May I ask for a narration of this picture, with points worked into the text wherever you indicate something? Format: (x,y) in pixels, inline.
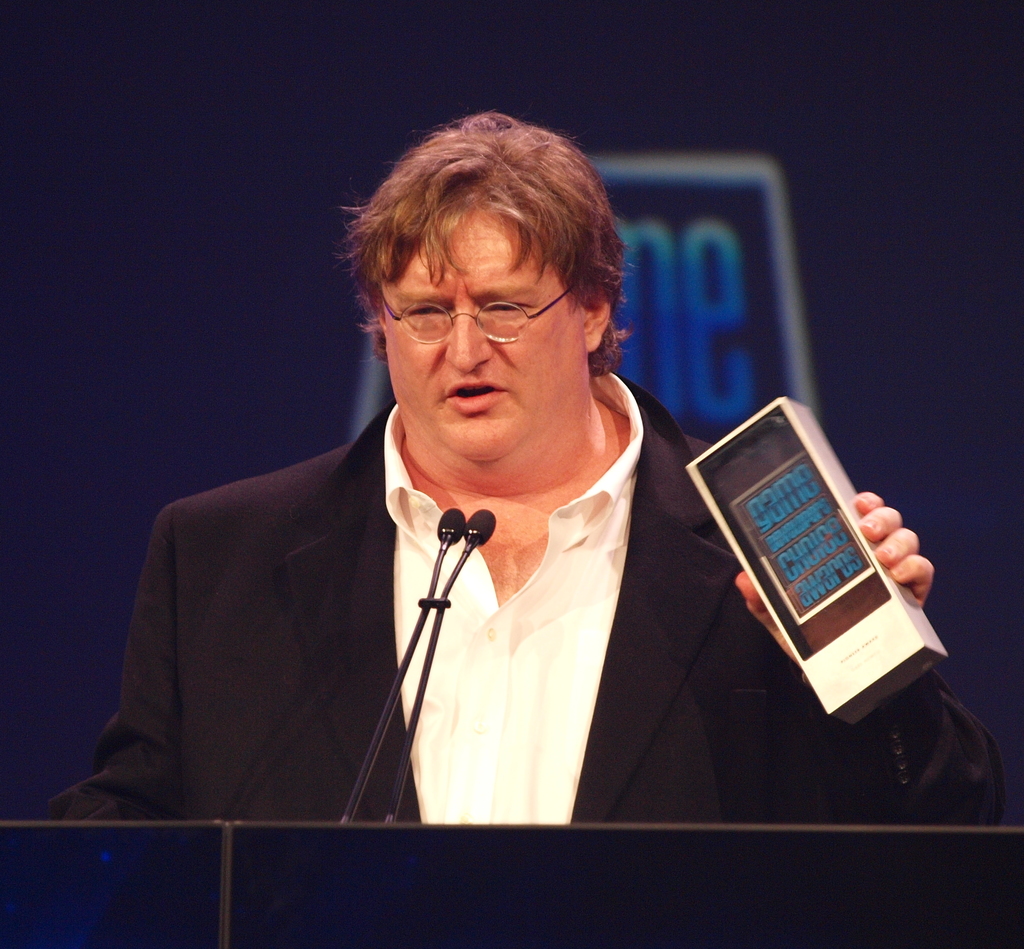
There is a man (447,299) wearing specs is holding something (889,654) in the hand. In front of him there are mics (414,632). In the background (697,87) there is a blue wall (696,89) with something (696,312) on that.
